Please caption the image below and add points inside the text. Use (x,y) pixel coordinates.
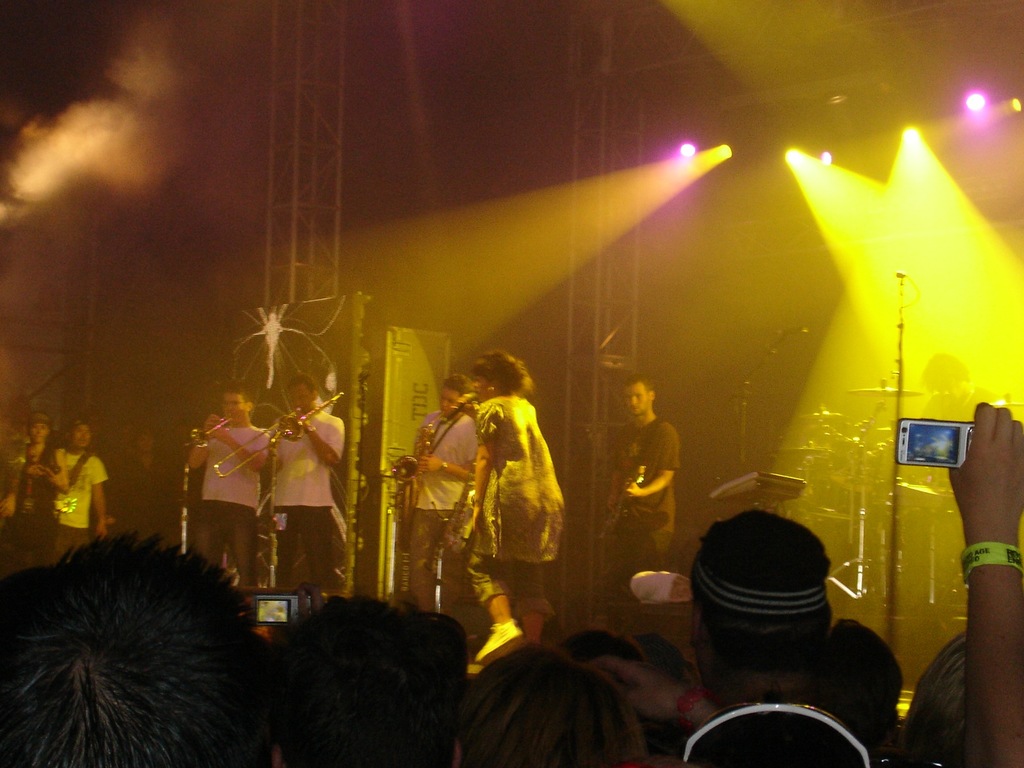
Here we can see some persons (634,482) are standing on the floor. They are playing some musical instruments (415,470). Here we can see some persons (824,623). He is holding a mobile (923,423) with his hand (975,480). These are some musical instruments (908,481). In the background (640,176) there are lights (978,101).
